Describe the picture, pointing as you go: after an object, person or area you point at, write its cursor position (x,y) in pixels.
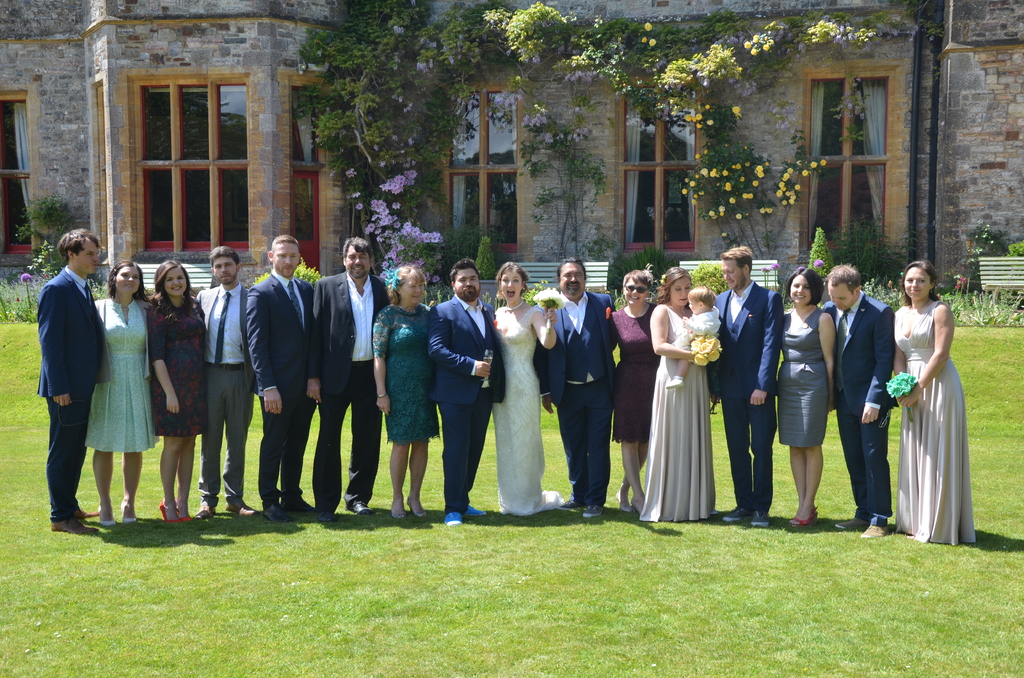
In this image we can see some people (525,354) standing in the garden (9,296), some women (507,354) are holding flowers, behind them there is a house (47,80), we can also see some creepers (435,150), house plants (886,290), flowers (387,224), benches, there are some windows (669,175) and pipes (913,202).
